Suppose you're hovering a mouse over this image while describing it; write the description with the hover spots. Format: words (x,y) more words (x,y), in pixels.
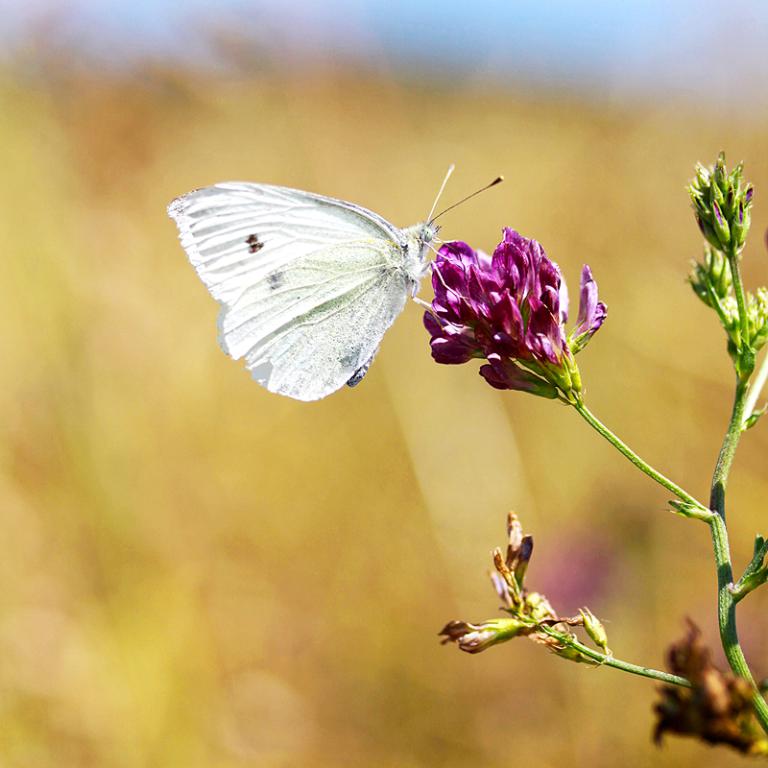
On the right side of this image (522,268) there is a plant (493,318) along with the flower (509,330). On the flower (468,305) there is a white color butterfly (330,266) and the flower (527,295) is in violet color. The background (226,707) is blurred.
